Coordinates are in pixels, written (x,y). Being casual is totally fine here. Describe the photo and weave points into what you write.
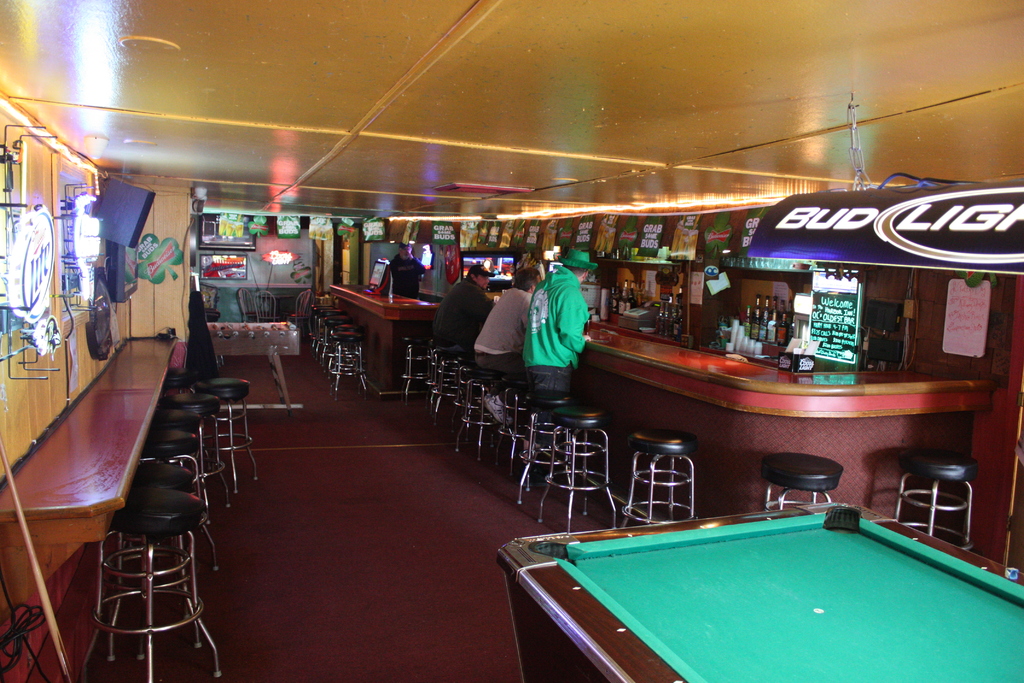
In this picture there is a table (691,428) and there are some chairs (631,512) here. There are some wine bottles (754,323) and also there is also snooker table (826,547) and there are some lights (22,270) here.
